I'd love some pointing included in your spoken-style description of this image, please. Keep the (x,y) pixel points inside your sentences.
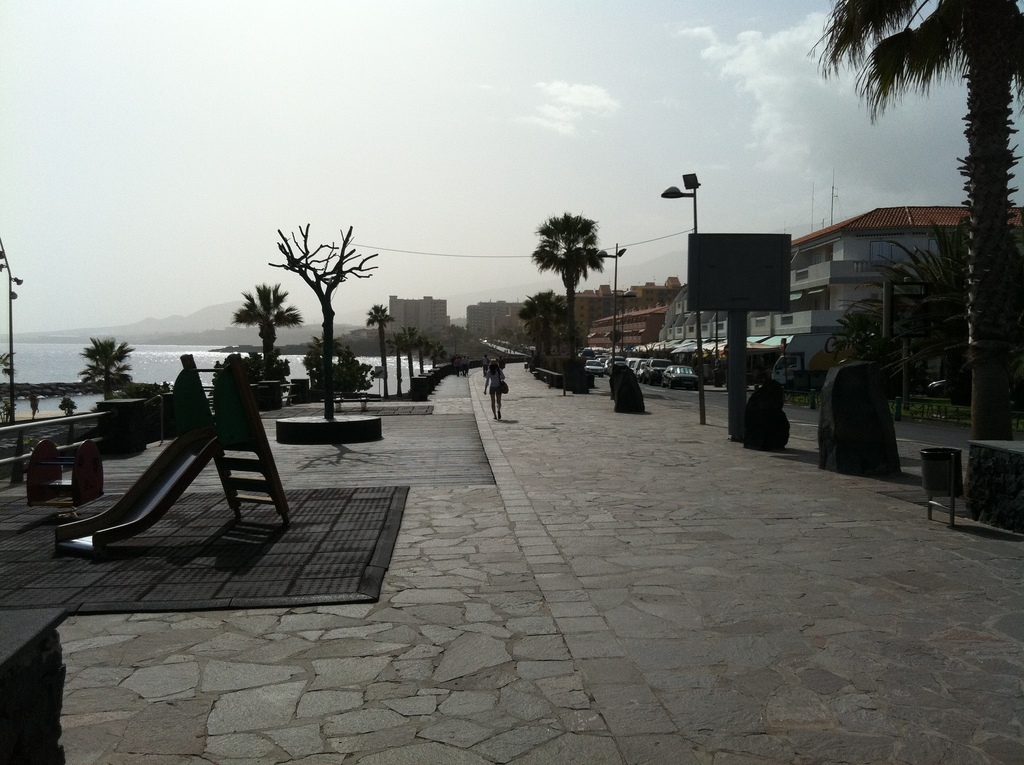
In this image, It looks like a ladder (234,367) and slide (157,493). I can see the trees (345,361). There are few people (494,414) standing. These are the cars (671,379) on the road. I can see the buildings (638,298) and street lights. This looks like a board (721,310), which is attached to a pole (731,421). I think this is a dustbin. On the left side of the image (167,359), I can see the water (71,362). This is the sky (557,145). It looks like a pathway (457,554).
